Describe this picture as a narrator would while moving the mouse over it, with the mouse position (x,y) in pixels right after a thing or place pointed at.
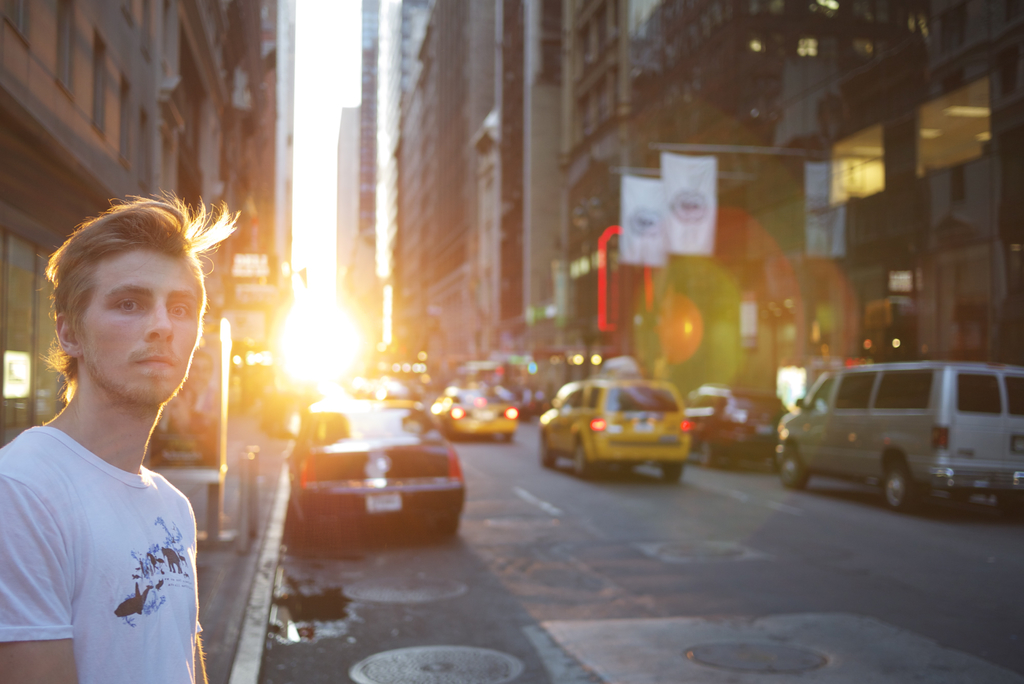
In the left side (144,249) a man (71,653) is standing, he wore a white color t-shirt (139,563), there are few vehicles (631,415) moving on this road (588,566) and there are big buildings (521,101) on either side of this road (645,566).
